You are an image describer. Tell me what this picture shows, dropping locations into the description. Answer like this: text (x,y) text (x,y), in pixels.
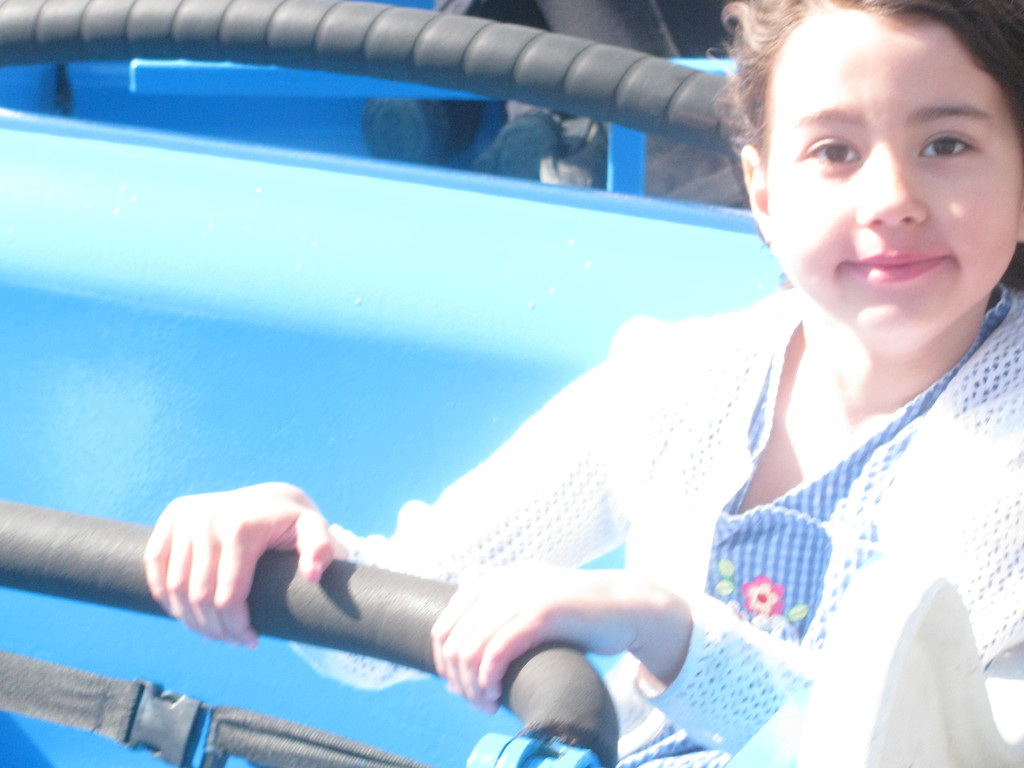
In this image we can see a person (759,404) sitting in a cabin (405,446) holding a rod (55,562). On the bottom of the image (311,737) we can see a buckle (189,727) with the ropes (283,739).
